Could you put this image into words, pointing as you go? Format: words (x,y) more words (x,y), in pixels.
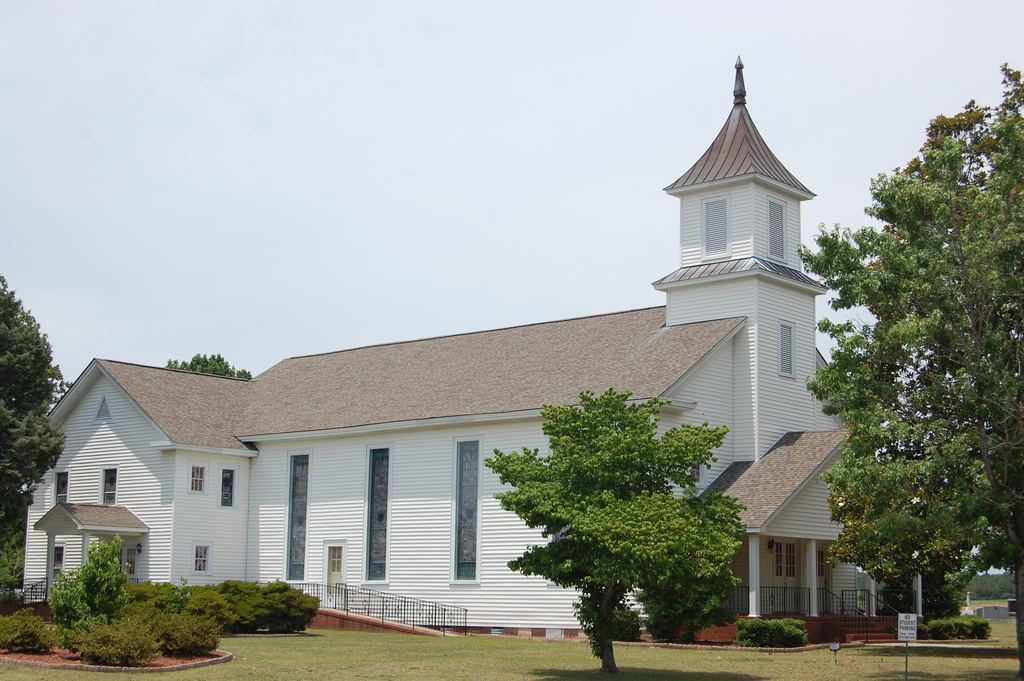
In this picture I can see a house (773,425), trees (965,321), plants (762,629), board (900,628), railings (896,611), grass (323,657) and sky (373,169).
